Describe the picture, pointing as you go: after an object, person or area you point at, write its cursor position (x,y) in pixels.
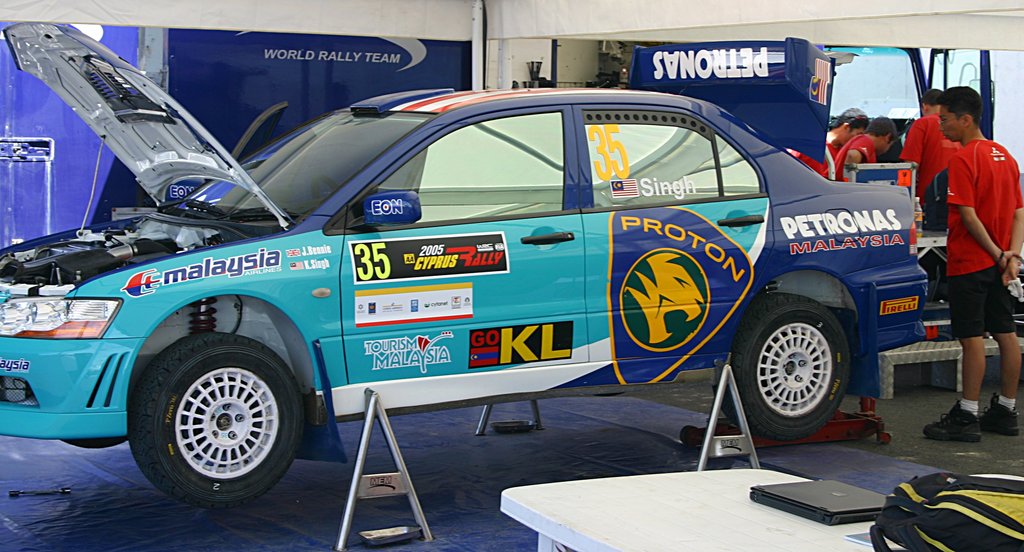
In this picture I can see a car (432,224) in front (150,111) and I see something is written on it and on the right side of this picture (867,130) I can see 4 persons (867,130) and in the background (303,117) I can see the banners (273,51), on which there is something written. In the front of this image (715,509), I can see a table (697,495) on which there is a laptop (869,497) and a bag (952,505).
